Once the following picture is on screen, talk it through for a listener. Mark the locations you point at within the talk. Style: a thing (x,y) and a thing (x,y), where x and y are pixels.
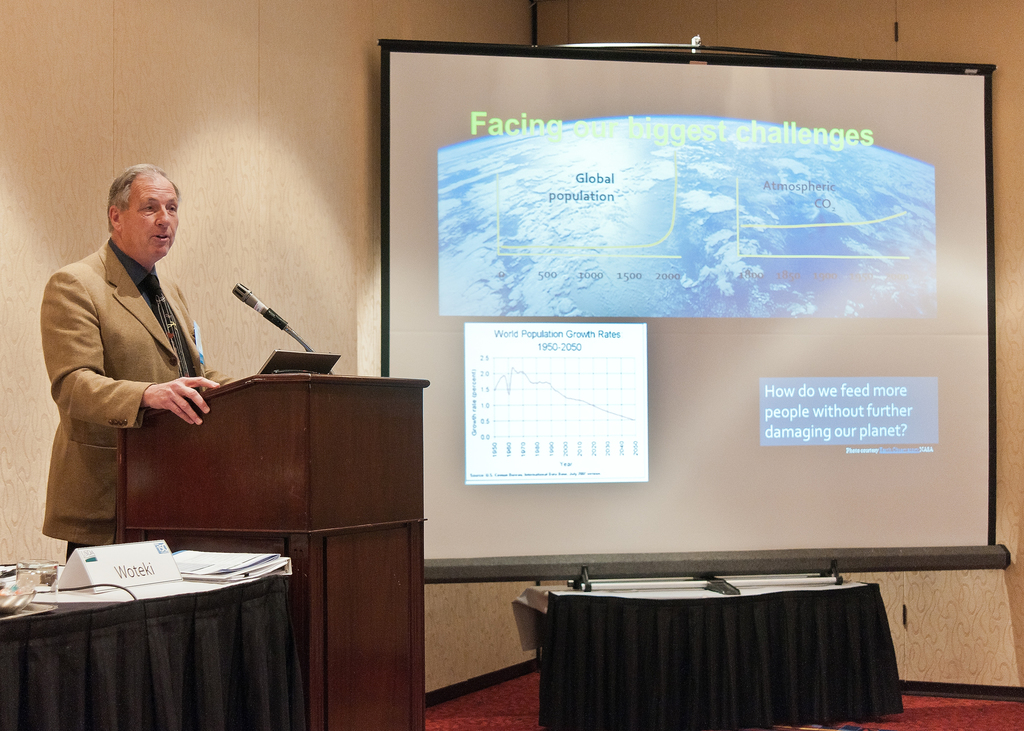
In this picture we can see a man (102,362) is standing behind the podium (265,430) and on the podium (288,421) there is a microphone (297,339) with stand (307,350). On the left side of the people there is a table (131,637) and on the table (113,637) there is a name board (163,575), papers (189,574) and other things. On the right side of the people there is a projector screen (513,393) and a wall (293,129).
